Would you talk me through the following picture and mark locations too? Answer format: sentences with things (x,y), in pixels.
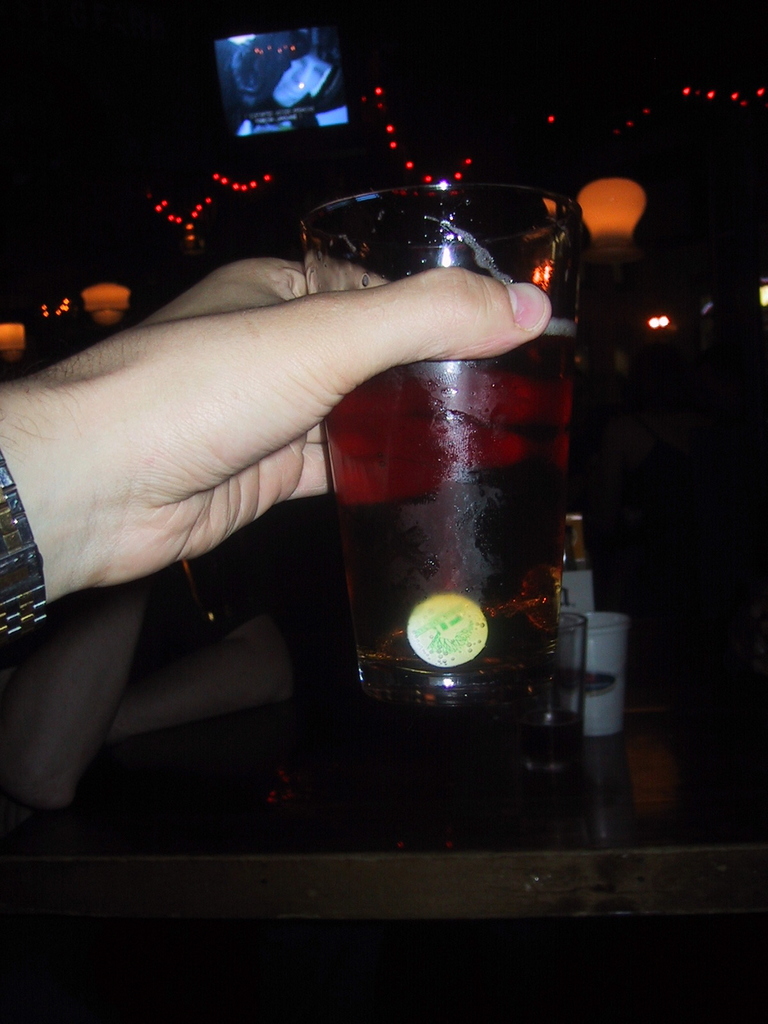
In this picture we can see the person's hand (110,499) who is wearing watch (23,507) and holding pint glass (509,433). In front of him there is a table (418,871). On the table (554,819) we can see glasses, a bottle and a cup (609,646). On the left (173,610) there is a person (168,641) who is sitting near to the table (130,735). In the background (374,90) there is a TV screen (280,98) and light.
